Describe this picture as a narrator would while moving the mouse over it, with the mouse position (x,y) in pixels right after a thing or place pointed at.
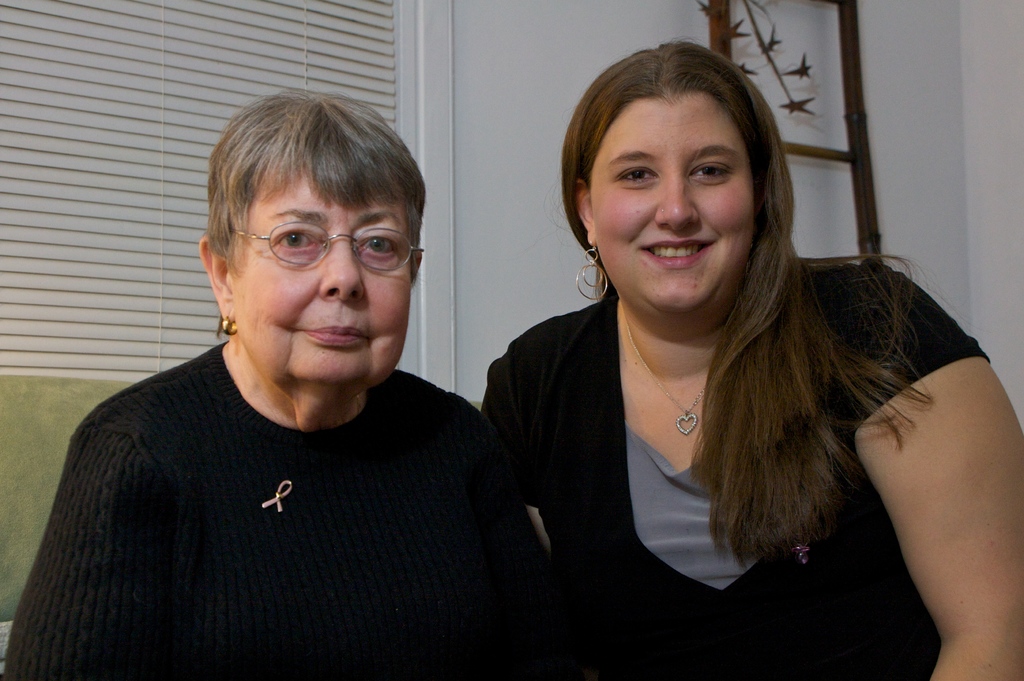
In this image there are two women (471,562) who are one beside the other. Behind them there is a curtain (130,177). On the right side (856,98) it looks like a ladder (828,155).
